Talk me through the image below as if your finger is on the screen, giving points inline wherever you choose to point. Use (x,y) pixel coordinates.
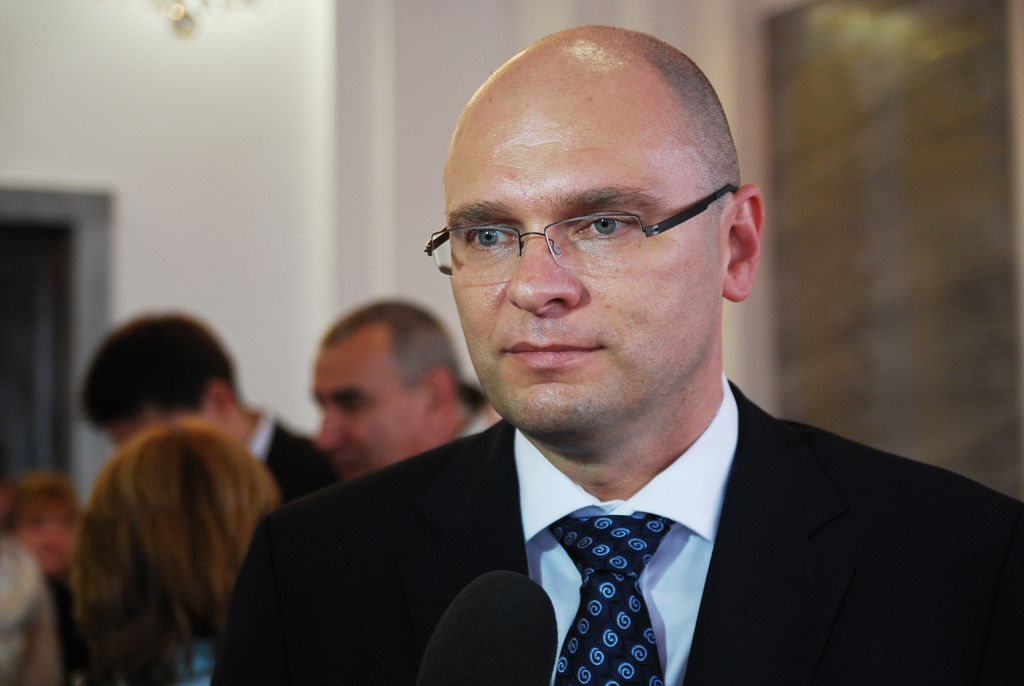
In this picture there is a man (661,309) who is wearing spectacle (549,240) and suit (746,577). In front of him we can see a mic (514,635). In the background (163,391) we can see the group of person (214,383) standing near the wall (340,279). On the left (28,288) there is a window (29,303). On the right (905,141) there is a door (882,224). At the top (170,16) we can see light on the wall (75,17).
